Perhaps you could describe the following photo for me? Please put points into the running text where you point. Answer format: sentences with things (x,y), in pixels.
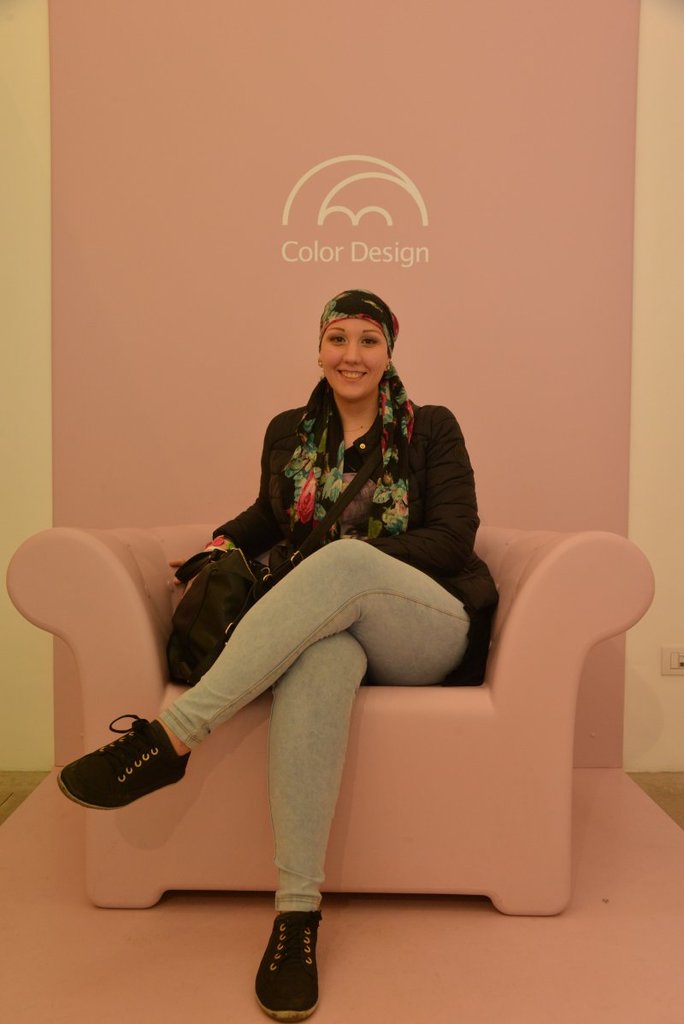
In this image I can see a woman (364,437) is sitting on a sofa (505,554). I can see a smile (347,369) on her face (340,388) and she is wearing a scarf (329,447). Here I can see a bag (189,628).
